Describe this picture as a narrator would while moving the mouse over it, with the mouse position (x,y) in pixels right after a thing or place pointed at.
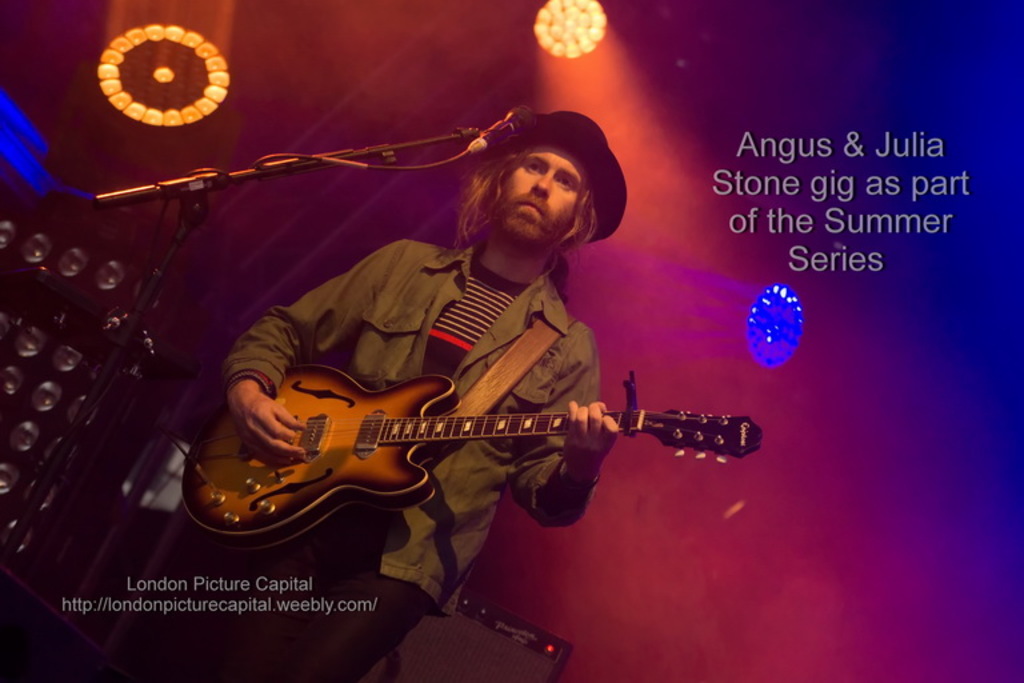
In this image, we can see a man (422,352) is holding a musical instrument (357,455). He is playing in-front of microphone (516,121). We can see stand (183,219), wire (197,183). The man (410,356) is wearing a hat (581,131) on his head (558,154). At back (521,643) side, we can see few items (559,645) and lights (175,79).
